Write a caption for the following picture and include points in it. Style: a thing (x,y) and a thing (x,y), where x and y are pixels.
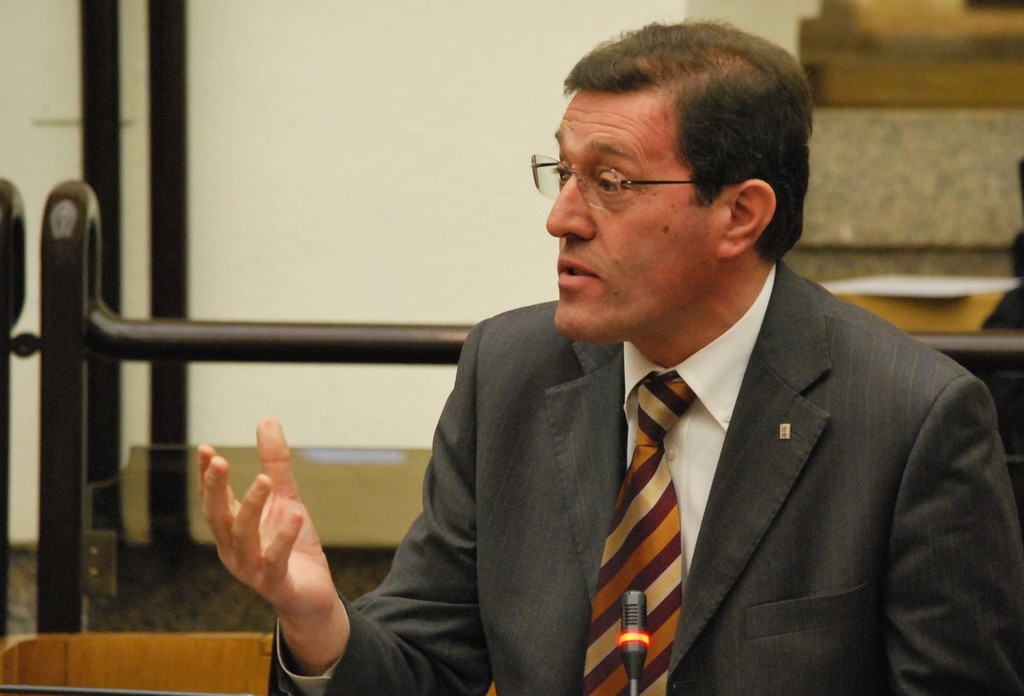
There is one man (557,405) present in the middle of this image (498,421). We can see black color objects (247,337) and a wall (426,242) in the background (426,242). There is a mic (632,650) at the bottom of this image (630,628).
